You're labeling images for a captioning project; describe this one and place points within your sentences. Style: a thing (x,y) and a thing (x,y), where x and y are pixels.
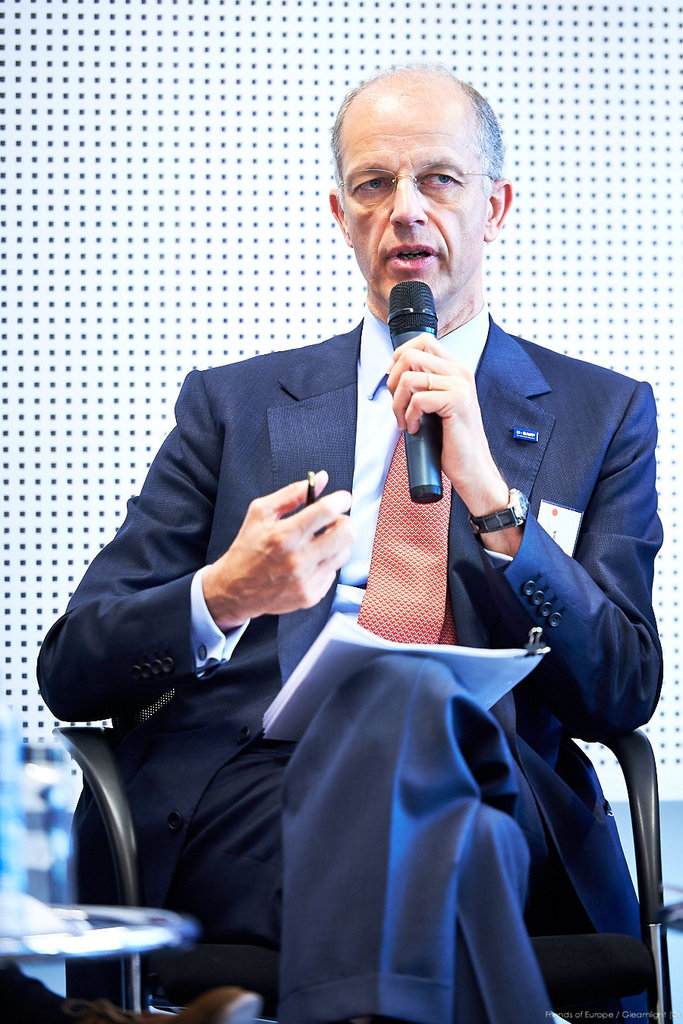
A person (406,708) in blue suit (424,706) is holding a mic (415,314) and talking. He is also wearing a watch (505,517) and spectacles (434,189). He is having a paper (349,639) and pen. He is sitting on a chair (258,968).
